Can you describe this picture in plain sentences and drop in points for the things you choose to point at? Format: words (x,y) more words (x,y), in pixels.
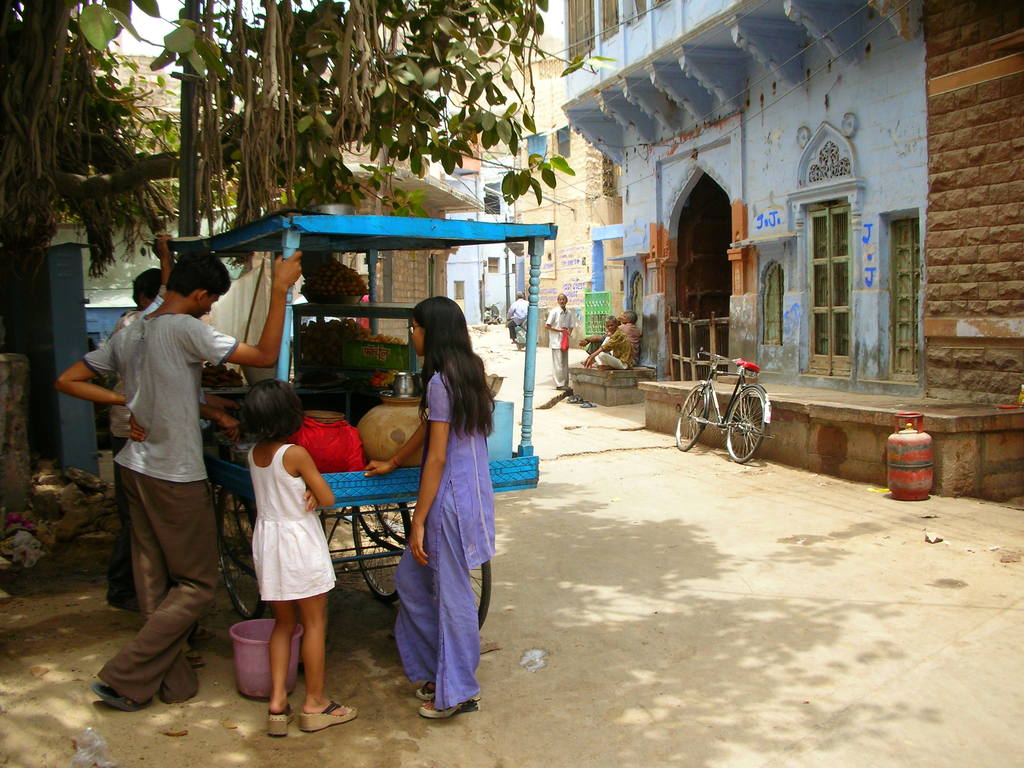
In the image we can see there are people (570,316) standing and some of them are sitting, they are wearing clothes (178,546). This is a bucket (258,650), gas cylinder (908,464), bicycle (731,427), footpath (725,564), building (821,136), window (817,278) of the building (768,312), tree (127,154), pot (387,426), glass (398,376), stones (61,487) and a white sky (139,17).
